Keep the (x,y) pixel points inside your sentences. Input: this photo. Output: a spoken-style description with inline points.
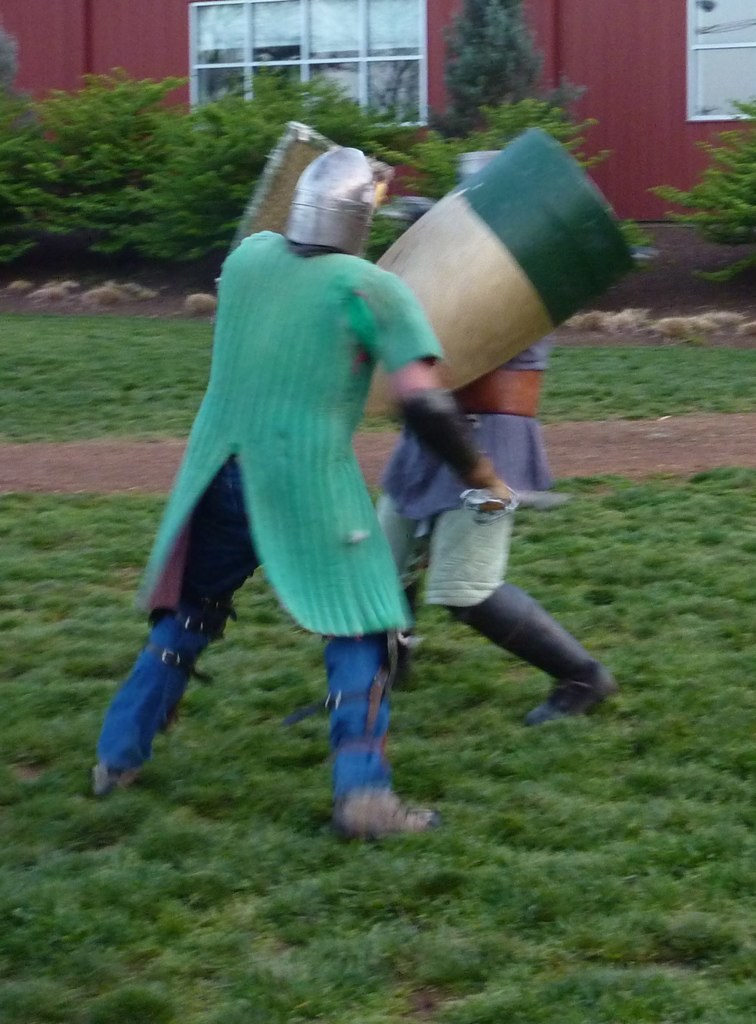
In this image we can see two people (347,336) holding some objects (284,174), there are some stones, plants (344,98), windows (372,29), grass (285,795) and the wall (613,20).
